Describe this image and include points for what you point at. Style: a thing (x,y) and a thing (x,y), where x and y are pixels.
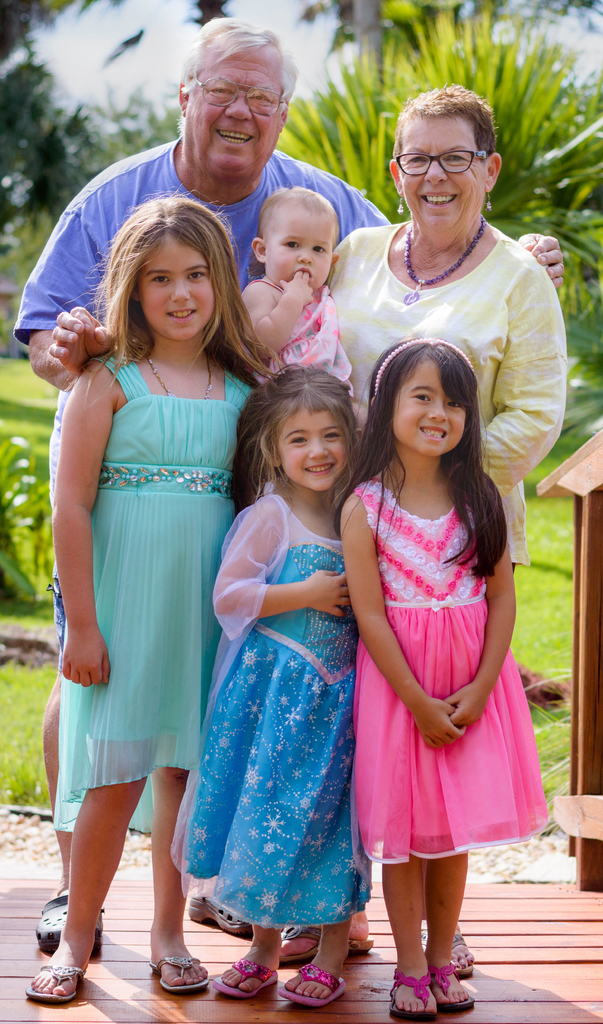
In this picture we can see some people (393,618) are standing on the floor (365,1021) and smiling. In the background (536,568) we can see the grass (536,568), plants (4,454) and the sky (151,61).
